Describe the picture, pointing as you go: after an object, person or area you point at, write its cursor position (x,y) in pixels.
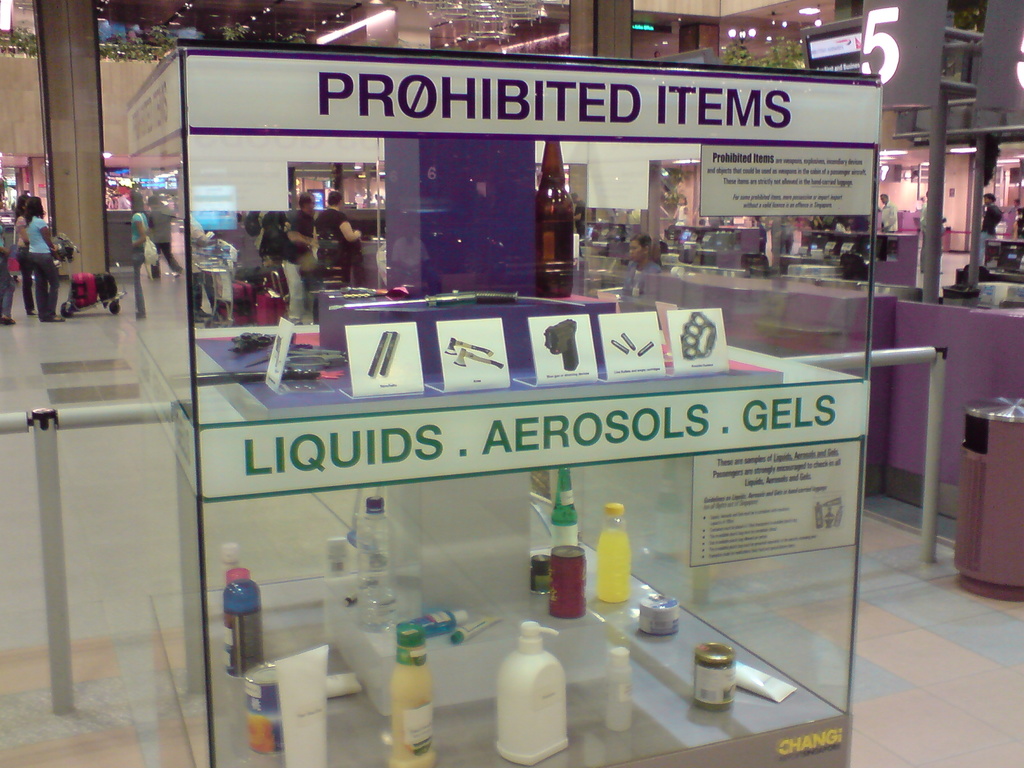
The photo is inside an airport (133,66). In the glass box (630,266) there are some bottles (610,560) and other things (285,343). It written prohibited items, liquid, aerosols, and gels on the box (745,404). In the right (914,367) there are counters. There are many people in the image.
